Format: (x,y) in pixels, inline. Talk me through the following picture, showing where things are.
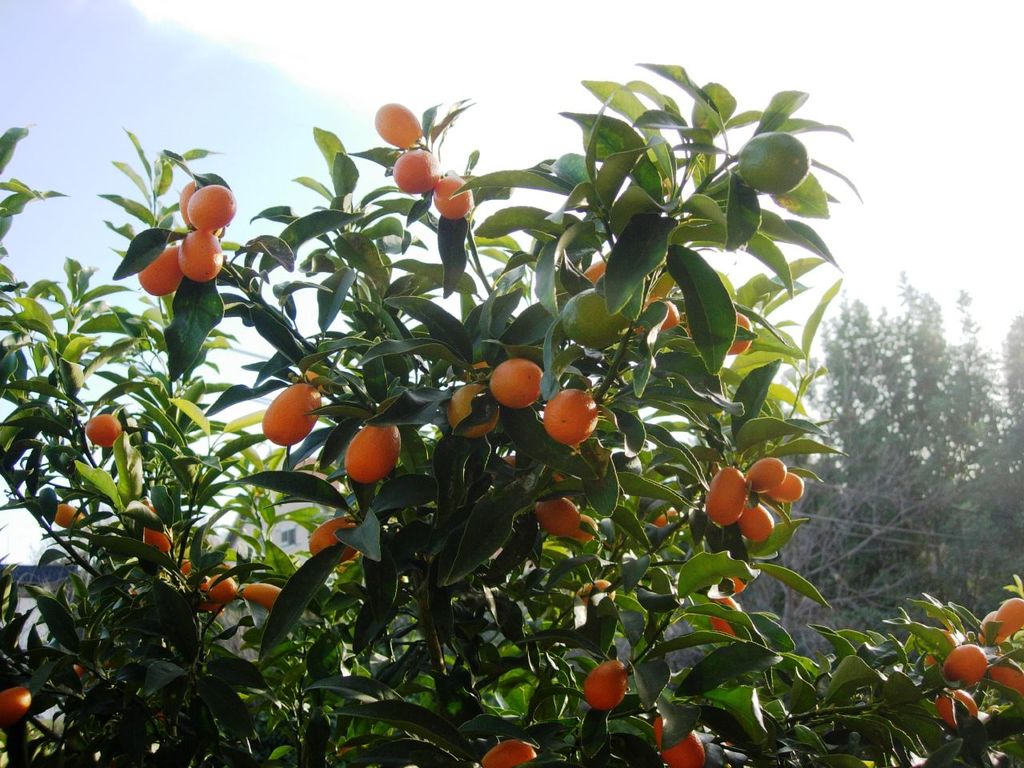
In this picture i can see many orange fruits (502,756) on this plant (327,616). At the bottom (435,732) i can see many leaves (452,715). On the right (846,370) i can see the trees (906,572). At the top (300,72) i can see the sky (284,61) and clouds (287,33).
